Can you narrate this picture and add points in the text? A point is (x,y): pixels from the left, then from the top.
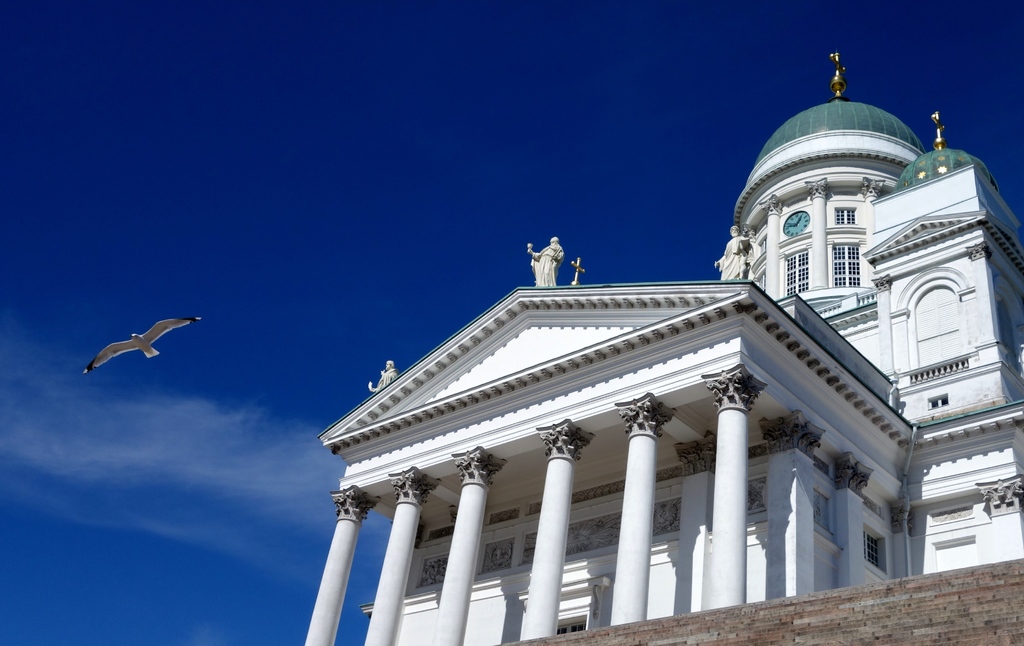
In this picture we can see a building (543,437) on the right side (821,397), on the left side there is a bird (143,345) flying, we can see a brick wall (882,598) at the right bottom (889,611), there is the sky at the top of the picture (438,100).
